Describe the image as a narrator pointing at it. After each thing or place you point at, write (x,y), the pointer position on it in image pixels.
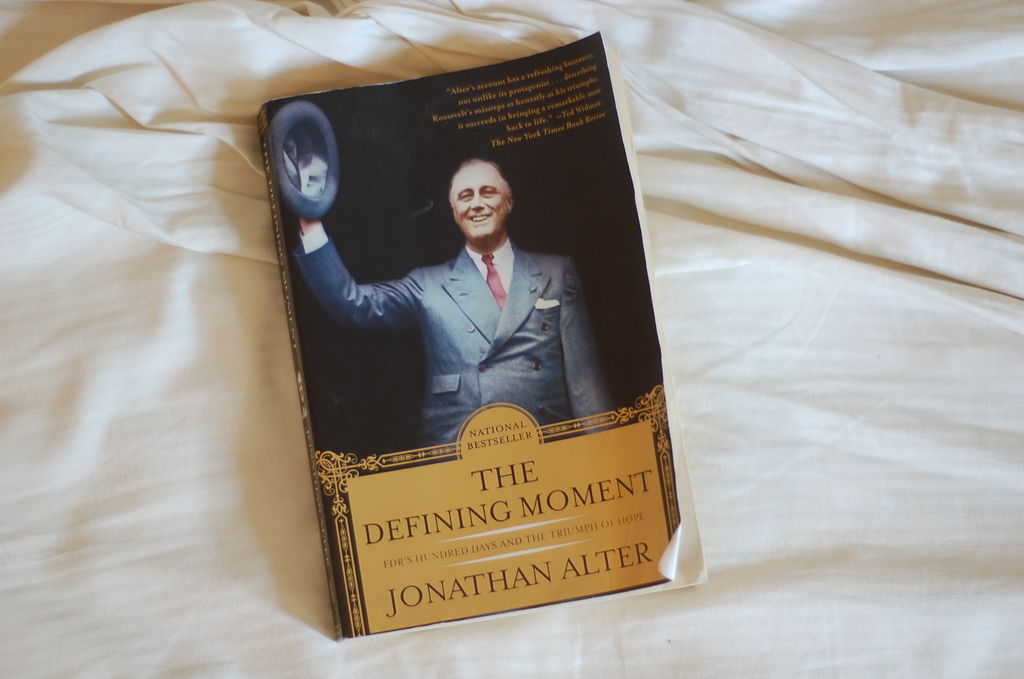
In this image we can see a book (445,257) on the cloth (312,579), book (559,274) has some text (459,509), and images (451,348) on its cover page (479,396).
